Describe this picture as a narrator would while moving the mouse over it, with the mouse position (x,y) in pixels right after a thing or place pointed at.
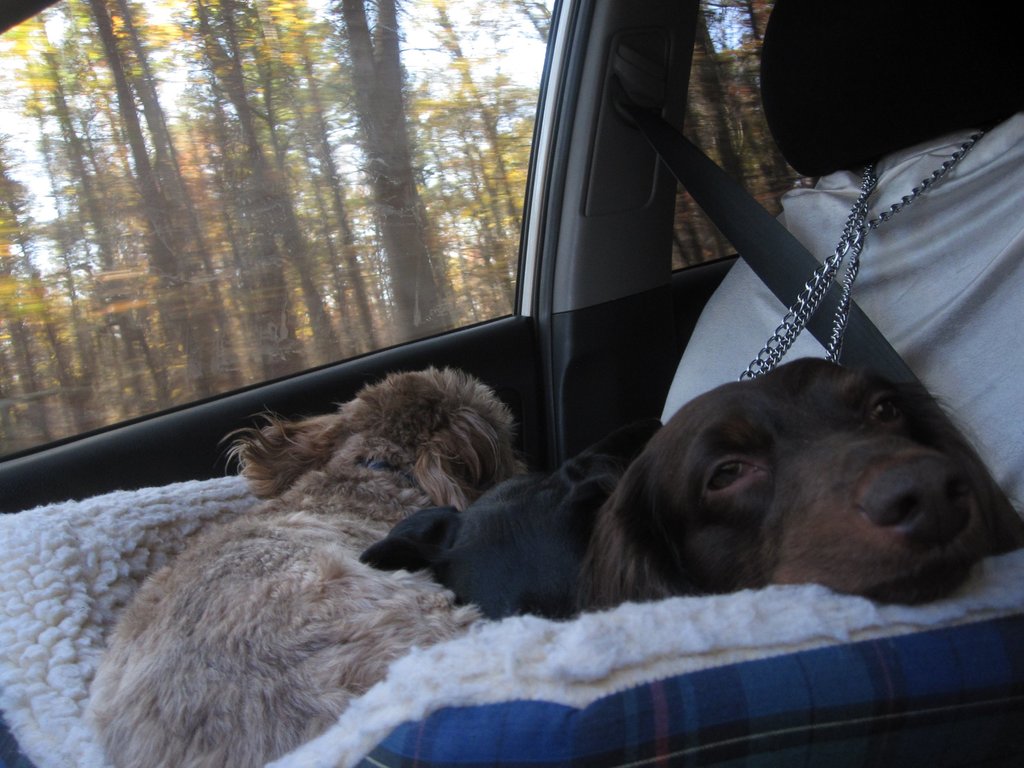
This is inside of a vehicle (1011,405), we can see dogs (807,549) on cloth (802,590) and we can see seat (814,225), glass window (367,262) and seat belt (741,222), through this window (384,199) we can see trees (498,84).
